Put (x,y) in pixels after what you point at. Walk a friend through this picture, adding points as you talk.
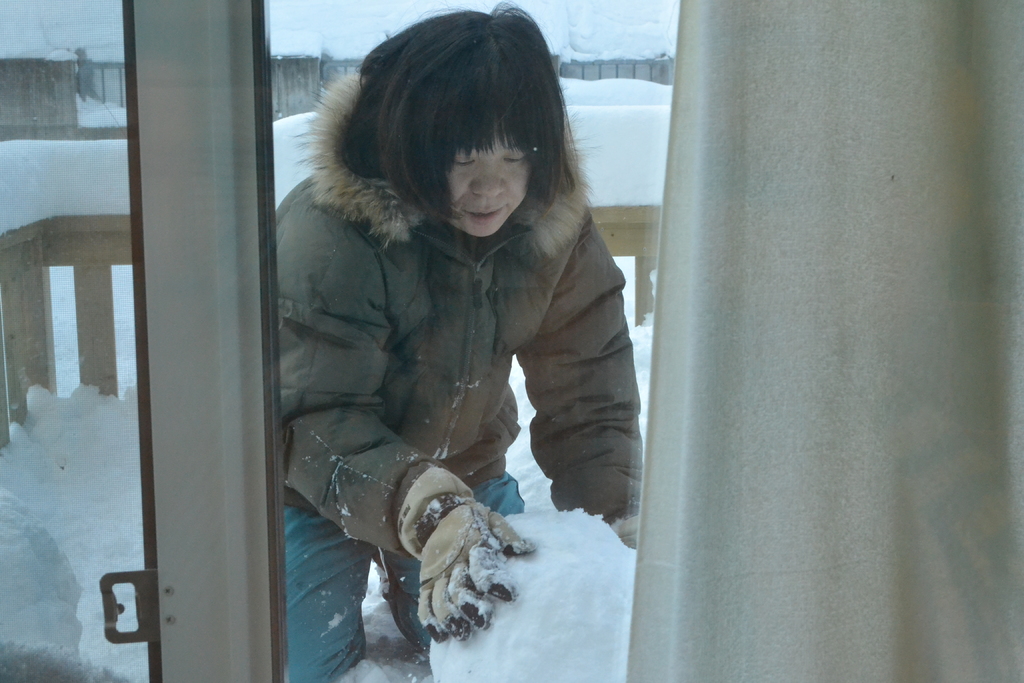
In this image I can see a window (18,182) and a curtain (777,565). Through the window (611,441) I can see a person (372,533) making a snow ball (592,645) and there is snow (628,130) and fences (557,71) at the back (274,122).
